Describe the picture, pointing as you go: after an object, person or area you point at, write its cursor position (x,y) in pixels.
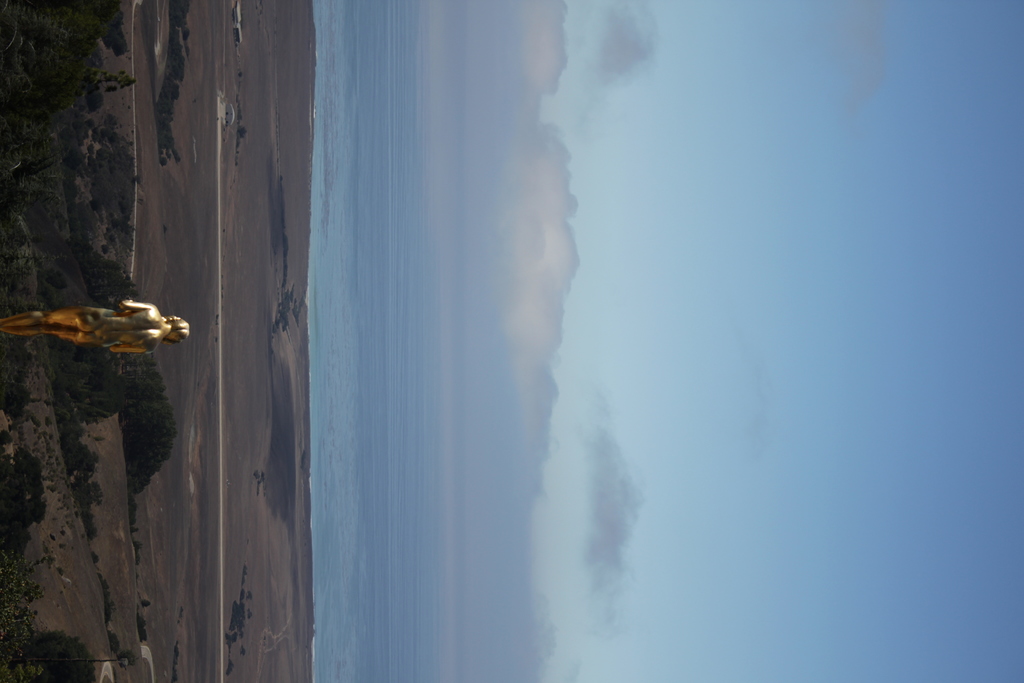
In this picture, we can see a statue (68,327), ground (96,241), trees (144,356) water (422,504), and the sky (622,370) with clouds (523,394).
